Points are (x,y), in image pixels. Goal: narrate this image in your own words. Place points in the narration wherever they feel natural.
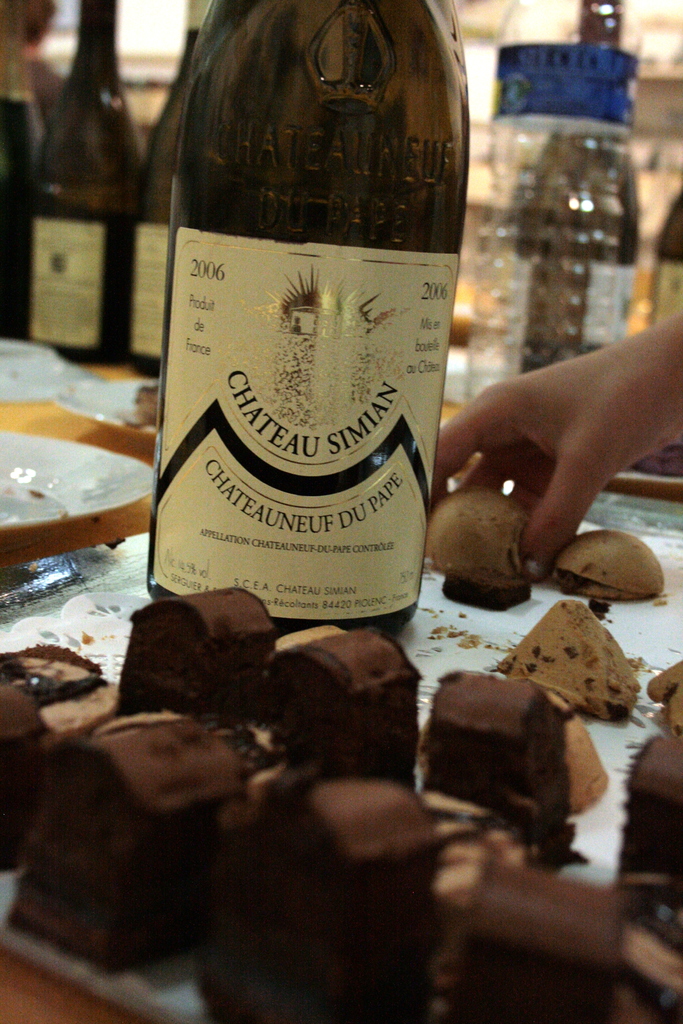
In this image i can see a glass bottle (300,273) on a tray (668,568) and few cookies (314,759) and a person's hand (569,495) holding the cookie (496,547). In the background (575,195) i can see few glass bottles (129,174) and few plates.
